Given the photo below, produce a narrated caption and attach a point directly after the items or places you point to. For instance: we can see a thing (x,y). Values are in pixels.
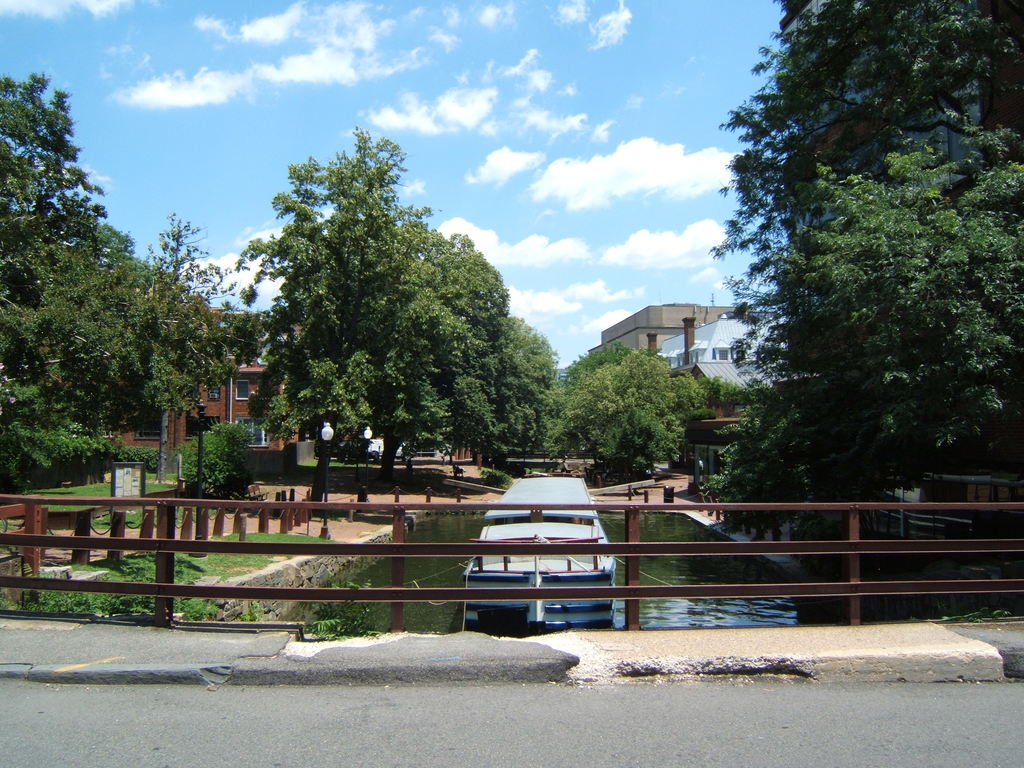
This picture is clicked outside. In the foreground (158,566) we can see the metal fence (292,506) and an object (565,564) in the water body (437,525) and we can see the green grass (183,601), trees (444,292) and plants (229,463). In the background (495,161) we can see the sky (622,219) and the buildings (249,389) and some other objects (667,467).
